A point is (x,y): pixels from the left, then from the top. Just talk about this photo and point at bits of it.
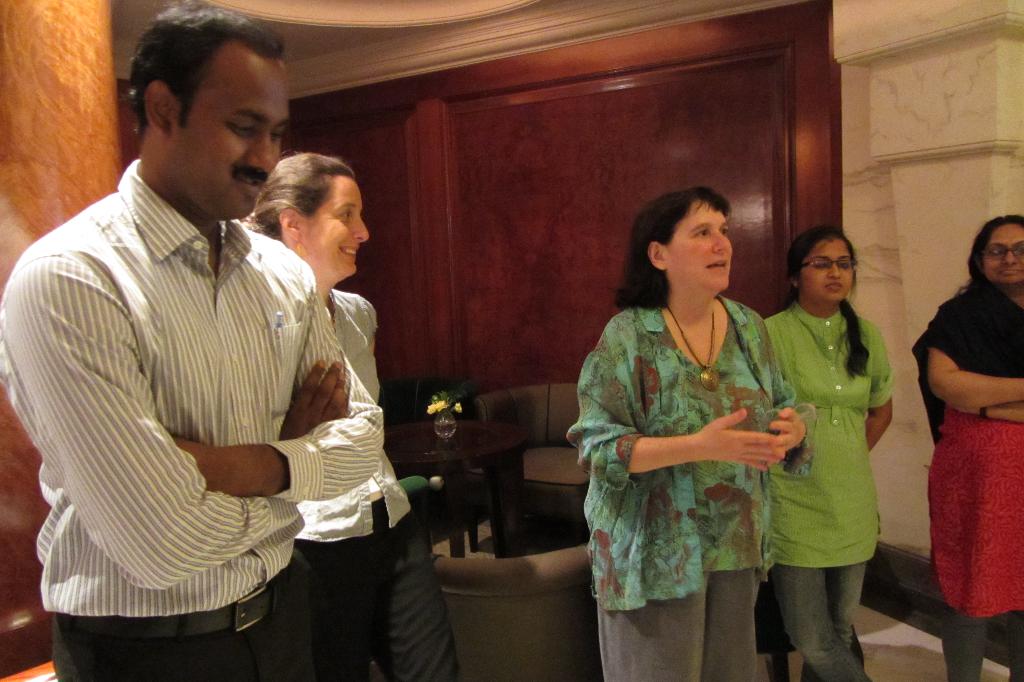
Here we can see five persons (832,543) on the floor (441,544). There are sofas (568,517), table (505,532), and a flower vase (453,424). In the background (400,357) we can see wall (911,326).
